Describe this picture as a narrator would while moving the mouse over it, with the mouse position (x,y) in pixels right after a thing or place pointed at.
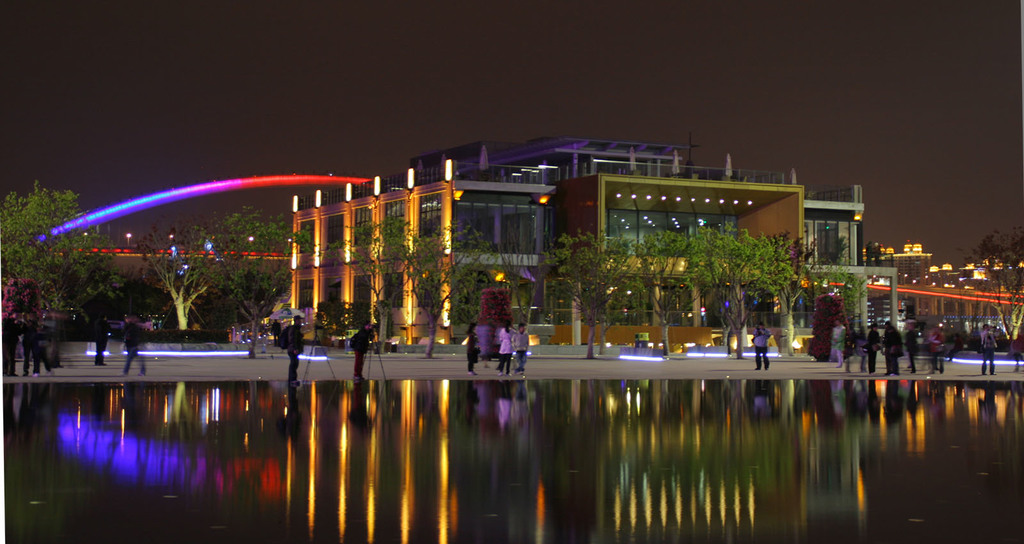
In front of the image there is water (465,502). There are people (895,341) standing on the road (795,363). In the background of the image (724,322) there are trees (722,255), bushes (206,338), buildings (720,213), light poles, bridge (248,254) and some other objects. At the top of the image (417,73) there is sky (407,77).
